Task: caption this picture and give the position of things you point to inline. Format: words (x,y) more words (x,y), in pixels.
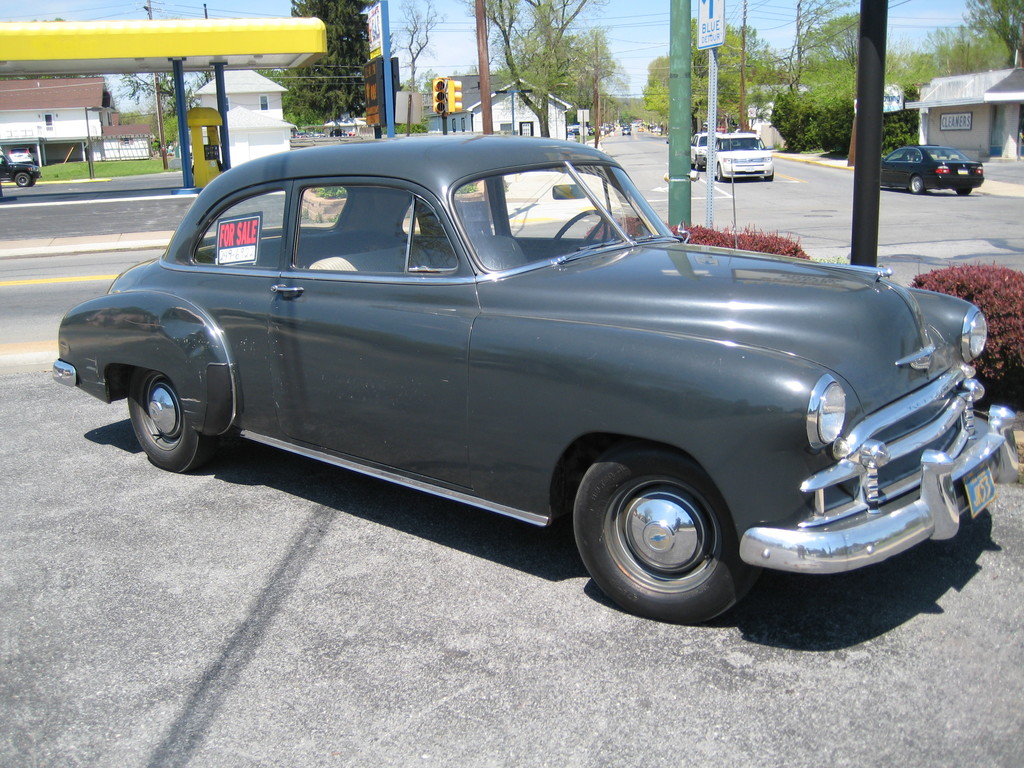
In this picture I can see there is a car (649,435) parked here in the centre (604,280) and there are some plants (966,299), trees (831,89), poles (861,257) and there are buildings (68,23) and the sky (447,37) is clear.
